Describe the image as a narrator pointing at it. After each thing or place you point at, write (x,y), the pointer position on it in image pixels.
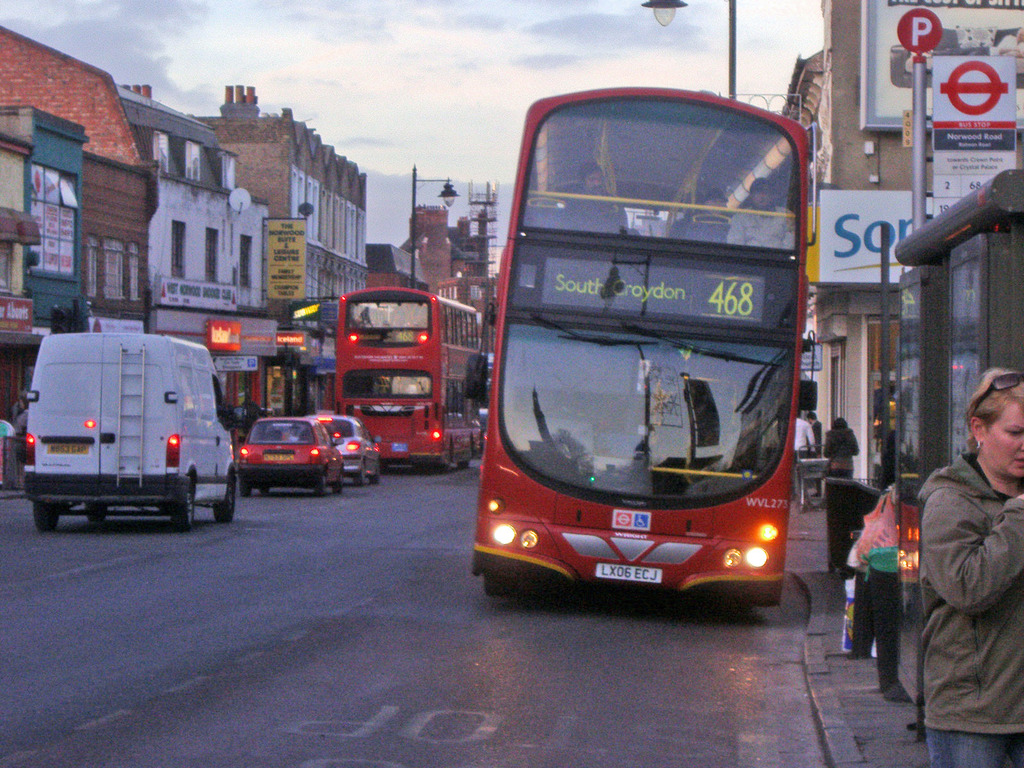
In the picture we can see some vehicles (122,409) on the road (610,720) and on both the sides of the road (47,680) we can see the poles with lamps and the buildings (161,316) and in the background (427,47) we can see the sky (409,180) with clouds (94,36).
